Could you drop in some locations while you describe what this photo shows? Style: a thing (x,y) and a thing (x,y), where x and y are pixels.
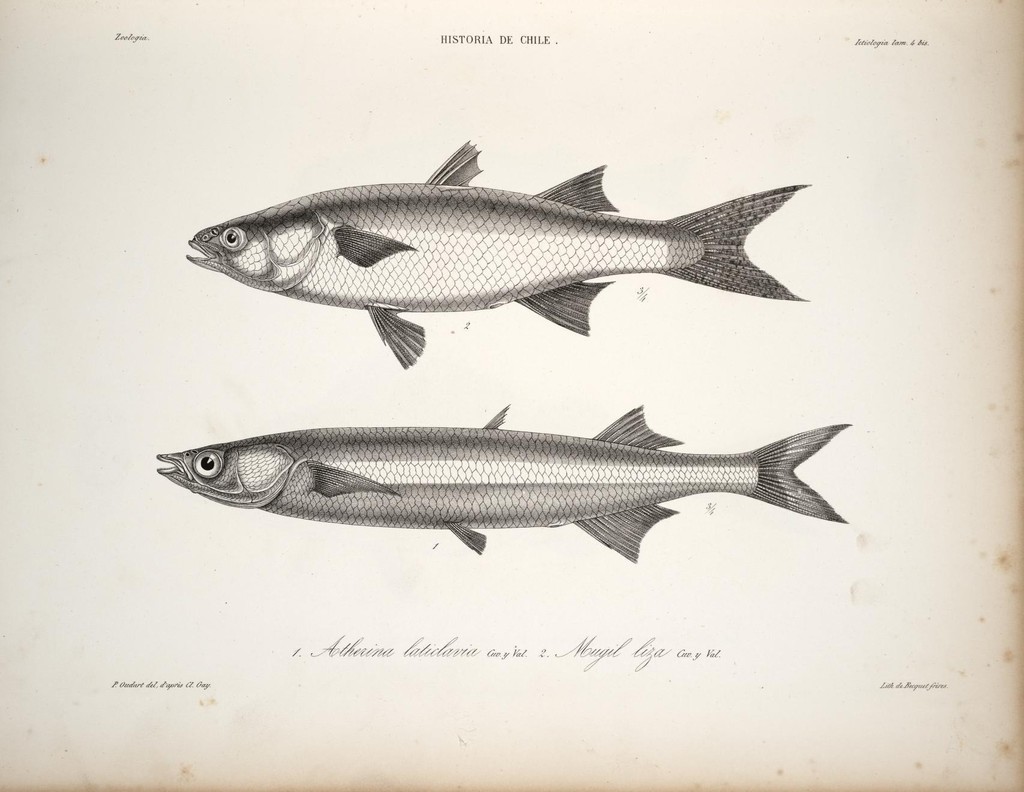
In this picture we can see two fish (489,484), some text (457,36) on the page (579,422).
